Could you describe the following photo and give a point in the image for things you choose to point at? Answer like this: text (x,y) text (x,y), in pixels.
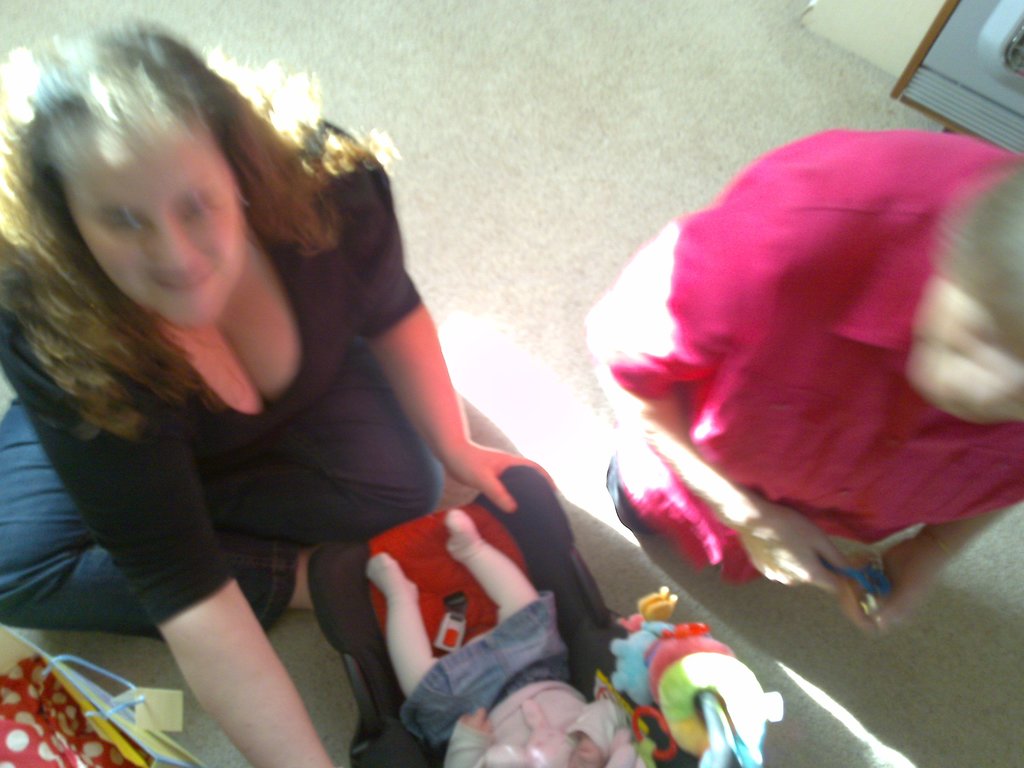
In this image I can see three persons (147,215). In front (93,184) the person (382,375) is wearing black and blue color dress (328,386) and I can also see the baby (523,660) and I can also see few toys (741,692) in multicolor.
